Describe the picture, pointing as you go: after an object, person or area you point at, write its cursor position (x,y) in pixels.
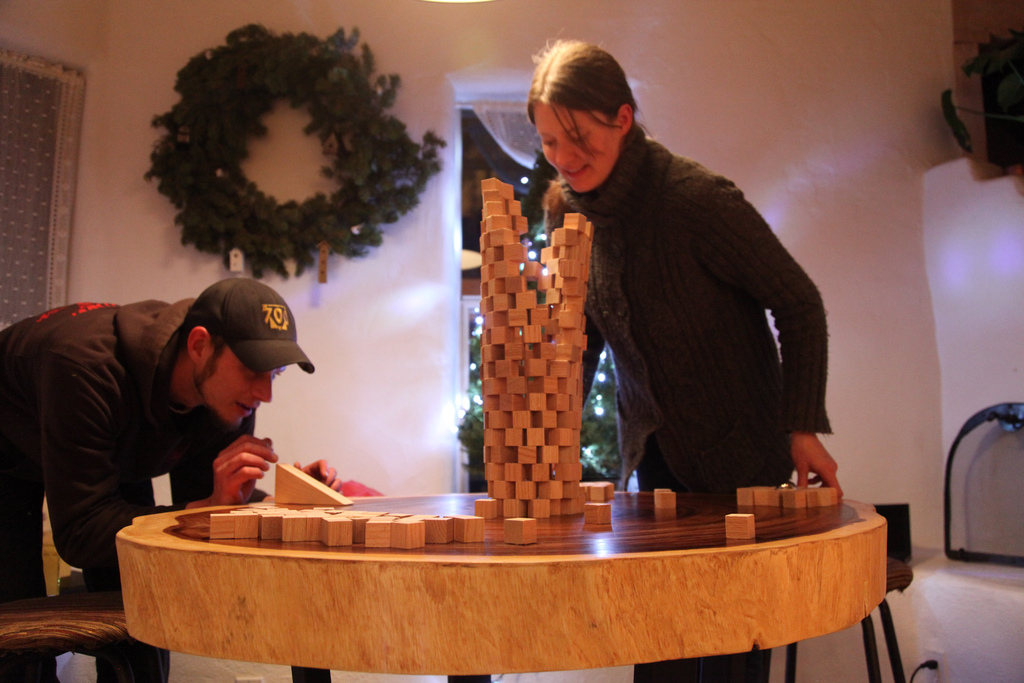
In this image I see a man (146,399) who is wearing a cap (203,306) and a woman (643,402) who is standing over here and I can also see that there is a table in front (208,569) and there are a lot of blocks (369,522) on it. In the background (448,461) I see the wall (161,289), door (471,306) and the decoration (282,244).
